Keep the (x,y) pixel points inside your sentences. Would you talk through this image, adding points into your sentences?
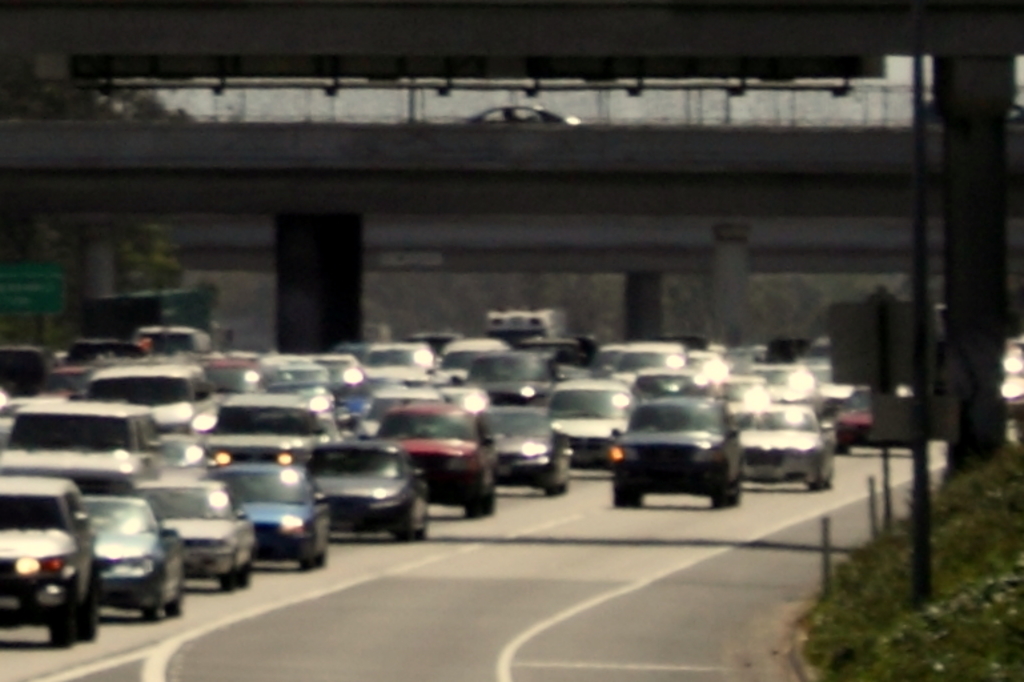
In the picture we can see a road (867,477) and a number of cars (384,477) on it and besides the road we can see a grass surface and some poles (920,379) on it with some boards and in the background (275,235), we can see a bridge (857,192) and a car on it and to the bridge (596,266) we can see some pillars (304,320).
